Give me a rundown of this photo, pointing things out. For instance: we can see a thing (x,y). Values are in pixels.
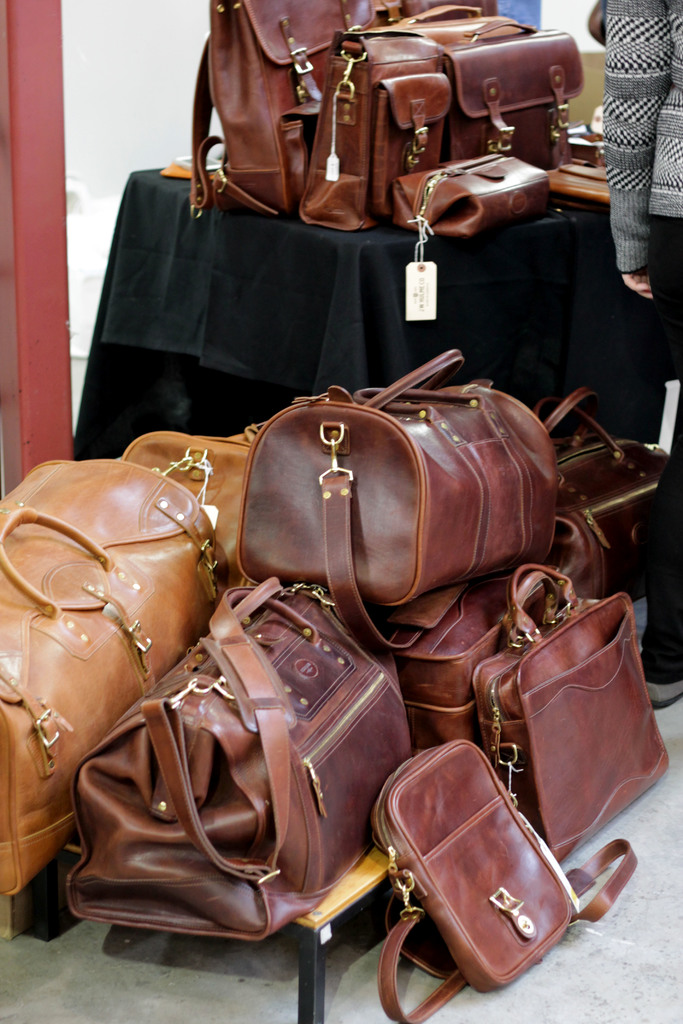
In this image I see lot of bags (498,411) over here and a table (618,283) and there are bags (555,54) on it. I can also see a person (675,536).
